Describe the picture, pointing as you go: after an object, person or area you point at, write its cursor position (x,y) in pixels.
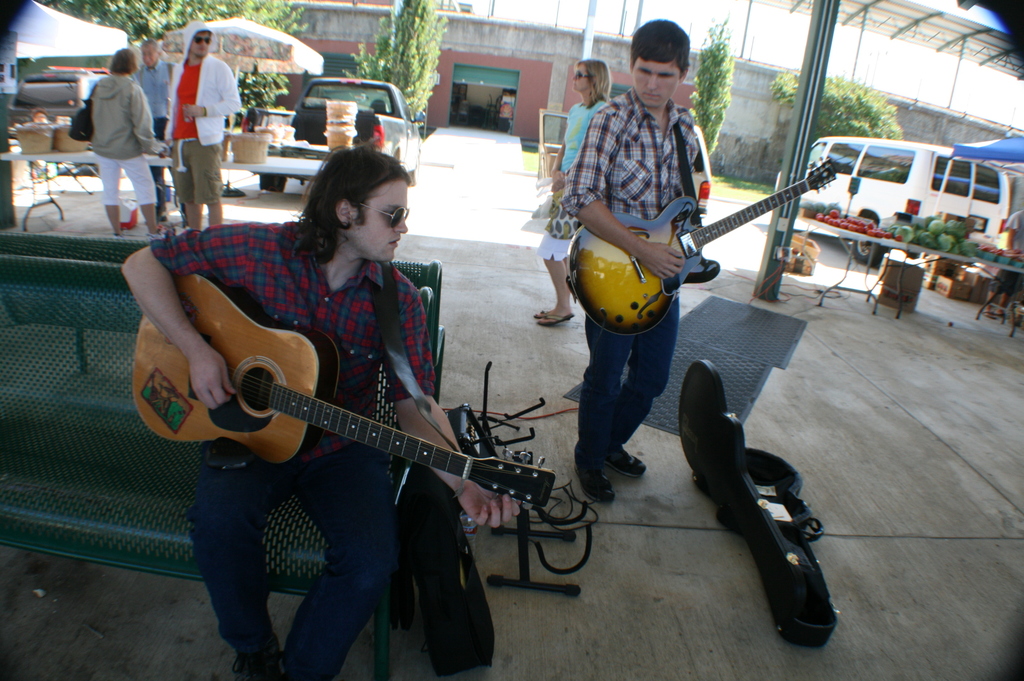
An outdoor picture. Front this person (234,523) is sitting on a bench (9,314) and holds a guitar (276,409). Beside this person (438,406) there is a guitar bag (446,566). This man (643,83) is standing and holds a guitar (677,230). On floor (881,529) there are mats (689,337) and guitar bag (804,549). Far there is a vehicle (941,149) and trees (844,104). This persons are standing. Far there are tables (899,243), on tables (933,250) there are basket (265,153) and things (947,241). This are umbrellas (236,42). Far there is a building (546,71) in red color.
